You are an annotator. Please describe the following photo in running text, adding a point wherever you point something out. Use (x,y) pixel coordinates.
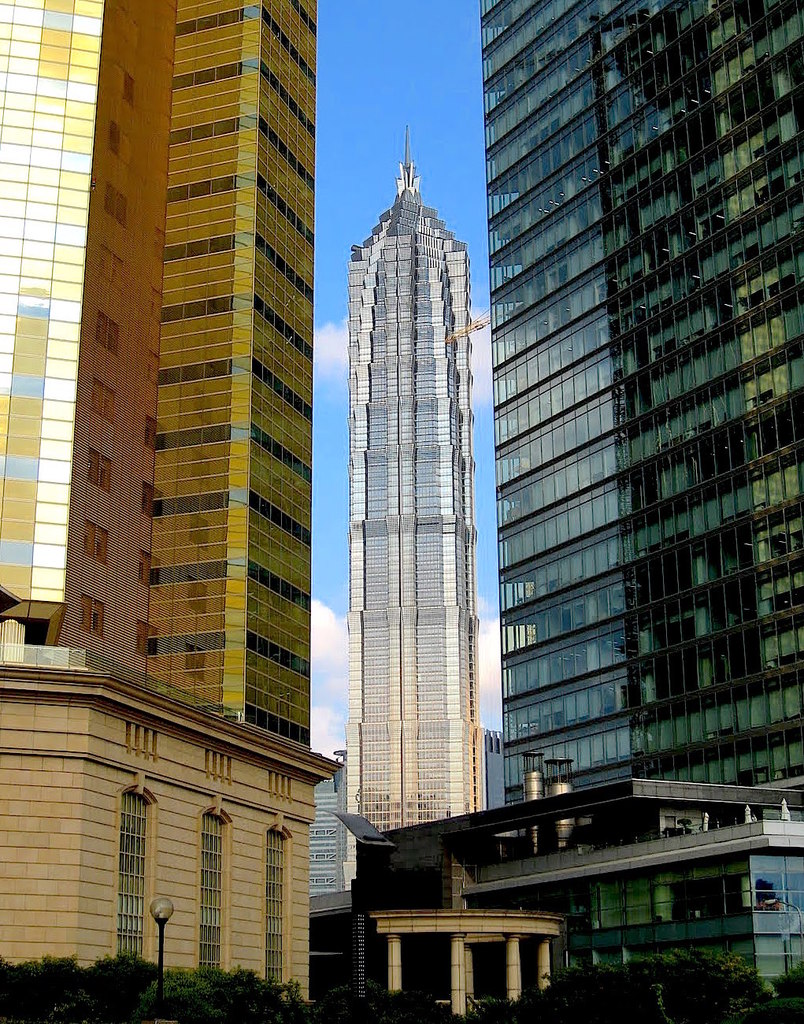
In this picture we can see skyscrapers (246,355) and buildings (443,832). In the background (337,264) we can see sky (318,322) and clouds (311,638). On the bottom (547,951) we can see trees (509,1021), street light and pillars (517,992).
